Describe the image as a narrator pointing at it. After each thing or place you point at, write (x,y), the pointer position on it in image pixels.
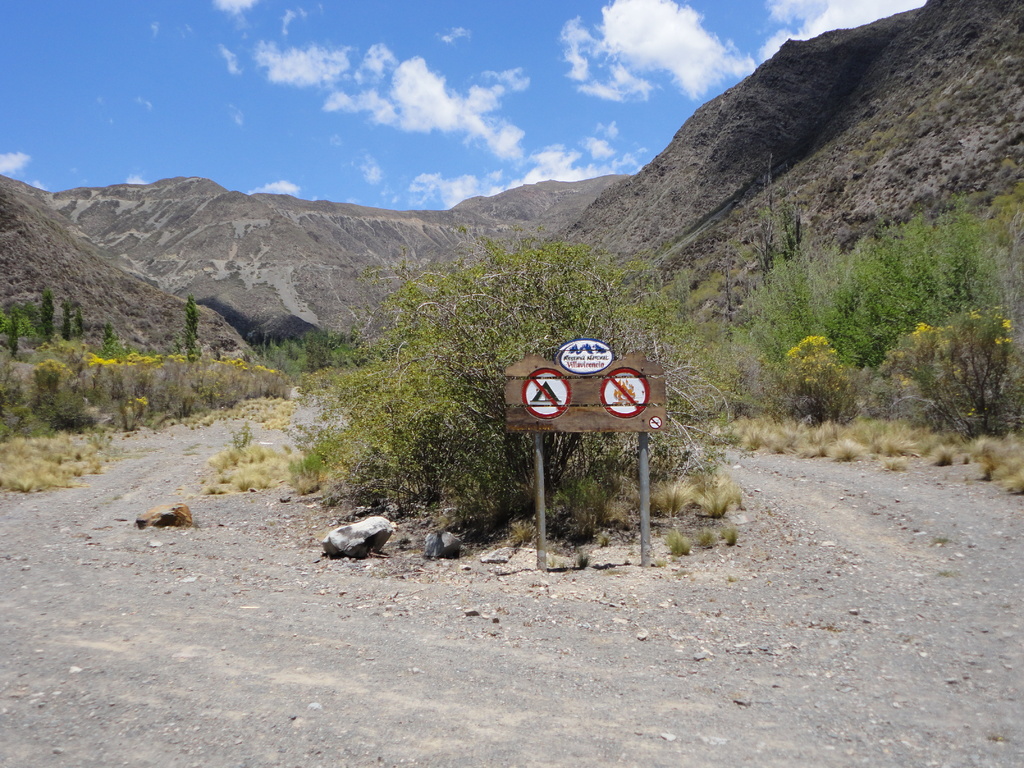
In this image there are hills (390,210) in the background (482,209). At the bottom (144,656) there is a road (699,679). In the middle (571,424) there is a caution board (604,411). On the road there are stones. At the top (324,99) there is sky (324,99). Behind the board (537,374) there are small plants (441,348).
